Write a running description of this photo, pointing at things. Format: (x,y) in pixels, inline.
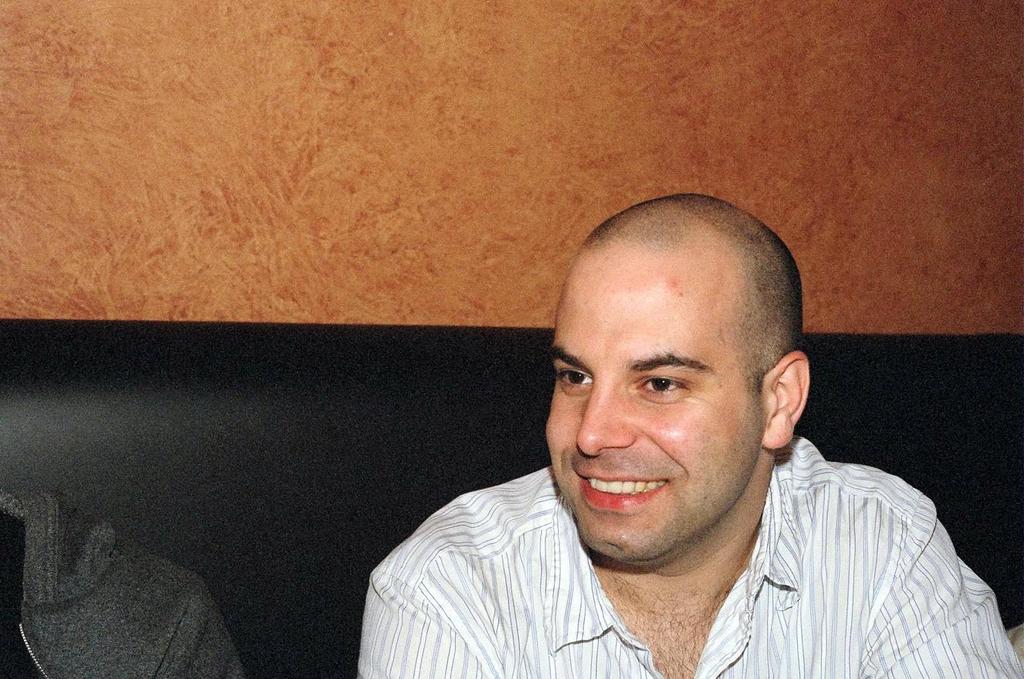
In this image I can see two people (576,409) sitting on the couch (107,481). These people (482,560) are wearing the white and grey color dresses (506,525). In the back (309,218) I can see the brown color wall (338,134).
